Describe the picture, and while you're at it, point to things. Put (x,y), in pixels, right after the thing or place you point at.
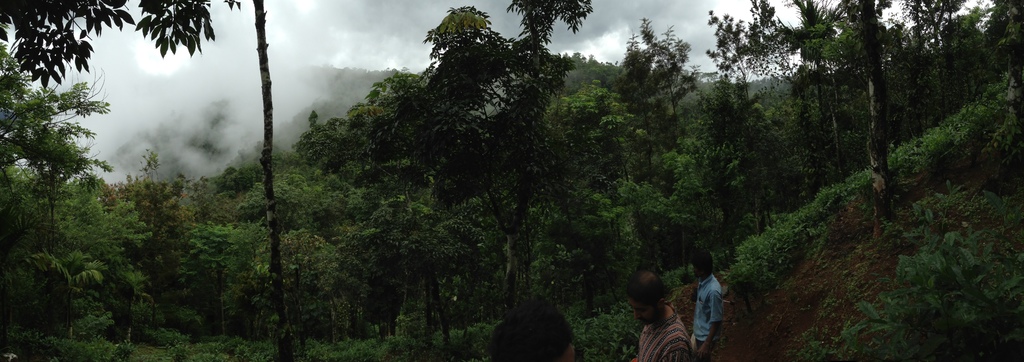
In this picture I can see there are trees (690,146), plants (773,243), mountains (320,81) covered with trees (159,239) and the sky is cloudy. There are few people (643,341) walking at right side (705,341).
